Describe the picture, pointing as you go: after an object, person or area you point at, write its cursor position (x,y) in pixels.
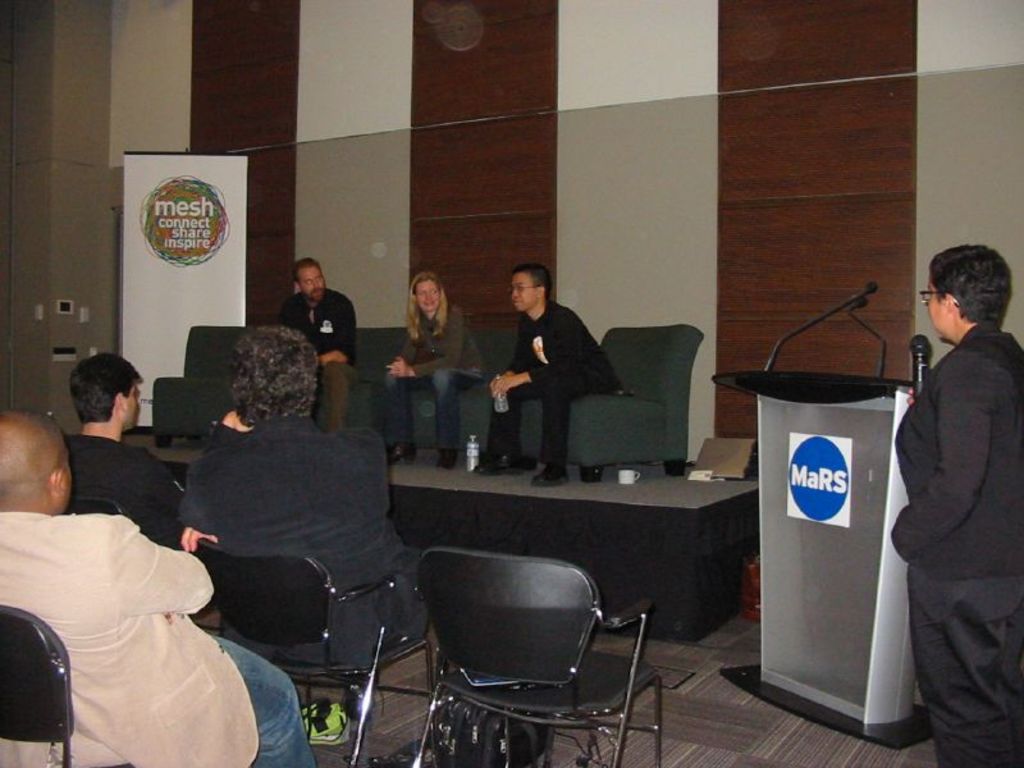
In this image I can see number of people (950,474) where one is standing on the right side (1007,761) and rest all are sitting. On the right side (895,406) I can see a podium (880,395) and on it I can see a white colour board (812,462) and two mics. I can also see something is written on the board (807,496) and I can see one person (950,409) is holding a mic (925,342). On the left side of this image (143,248) I can see a white colour board (230,175) and on it I can see something is written. I can also see two bottles (497,398) and a cup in the background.
